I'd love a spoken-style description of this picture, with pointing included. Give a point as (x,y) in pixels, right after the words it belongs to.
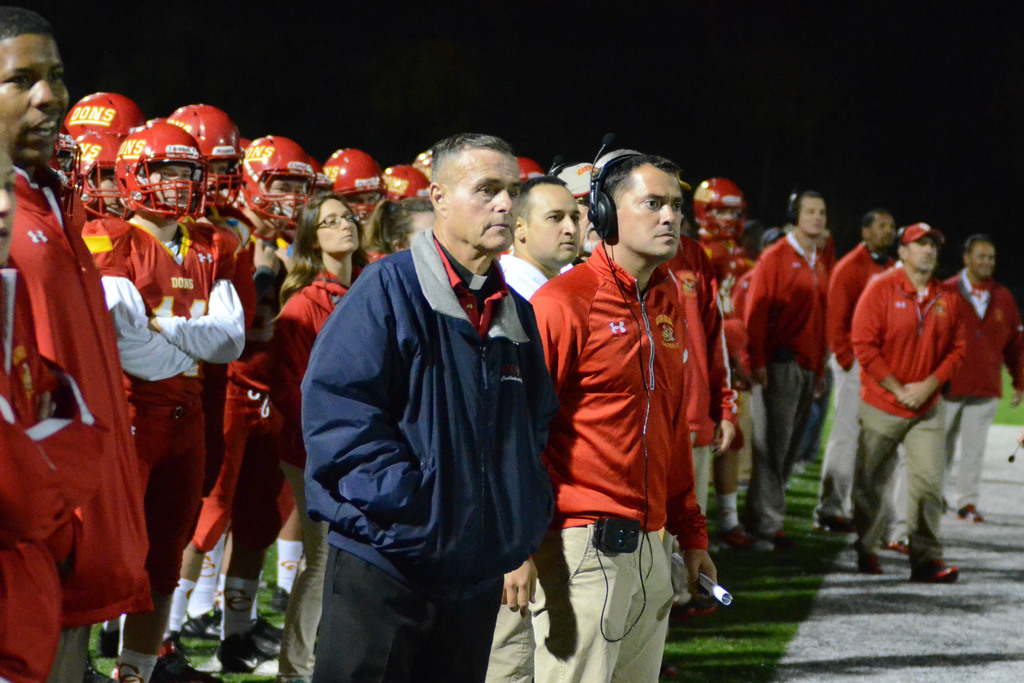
In this picture we can see a group of people (211,184) are standing and some of them are wearing the red jackets (665,369) and some of them are wearing the helmets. At the bottom of the image (922,661) we can see the ground (904,585). At the top (395,98), the image is dark.
